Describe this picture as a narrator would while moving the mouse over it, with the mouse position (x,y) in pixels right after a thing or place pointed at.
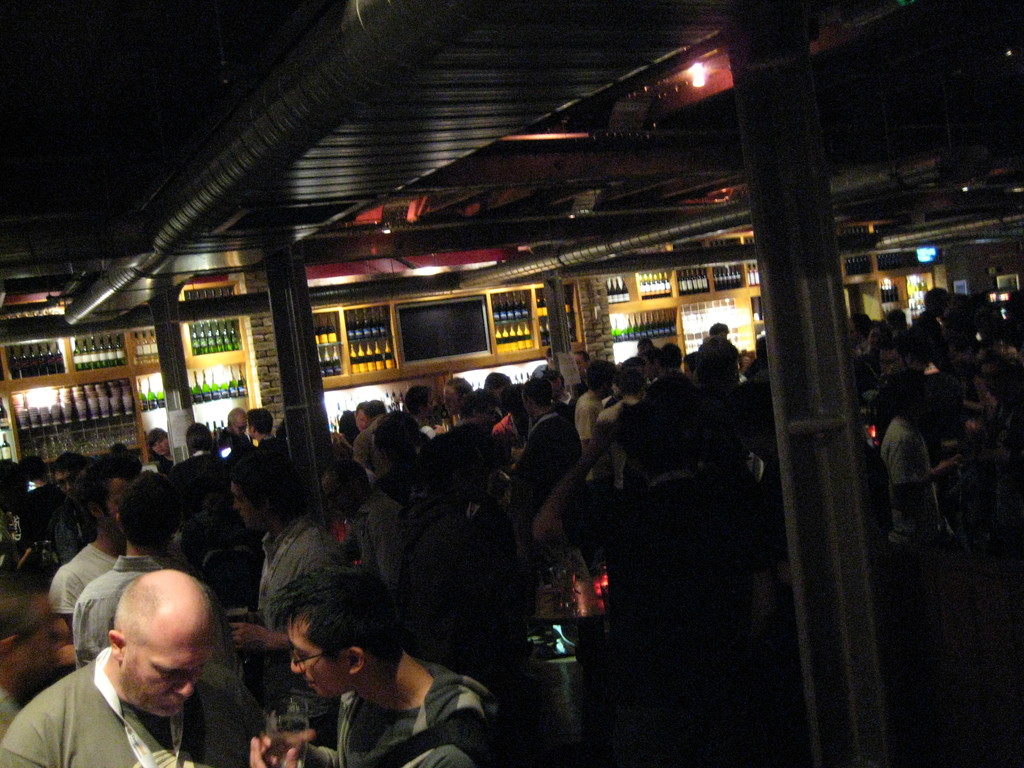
In this image there are many people (456,490) standing. In between them there are pillars (303,413). In the background (276,382) there is a wall (271,383). There are many bottles (60,362) in the rack (688,295). In the center (448,329) there is a television (448,329) on the wall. At the top (701,84) there are lights (705,71) to the ceiling (863,144).
